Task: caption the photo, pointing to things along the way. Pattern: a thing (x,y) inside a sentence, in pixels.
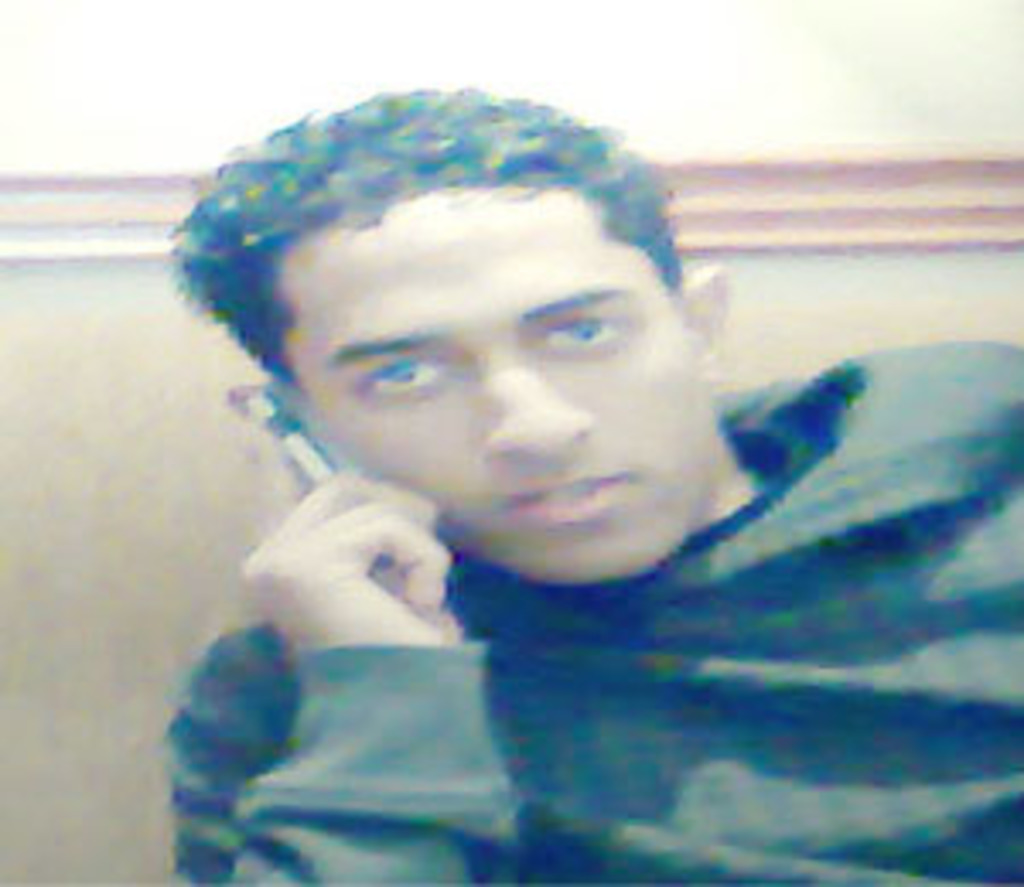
This image consists of a man (845,765) wearing a jacket (507,729) is talking on the phone (287,440). In the background (961,44), there is a wall (61,626).
